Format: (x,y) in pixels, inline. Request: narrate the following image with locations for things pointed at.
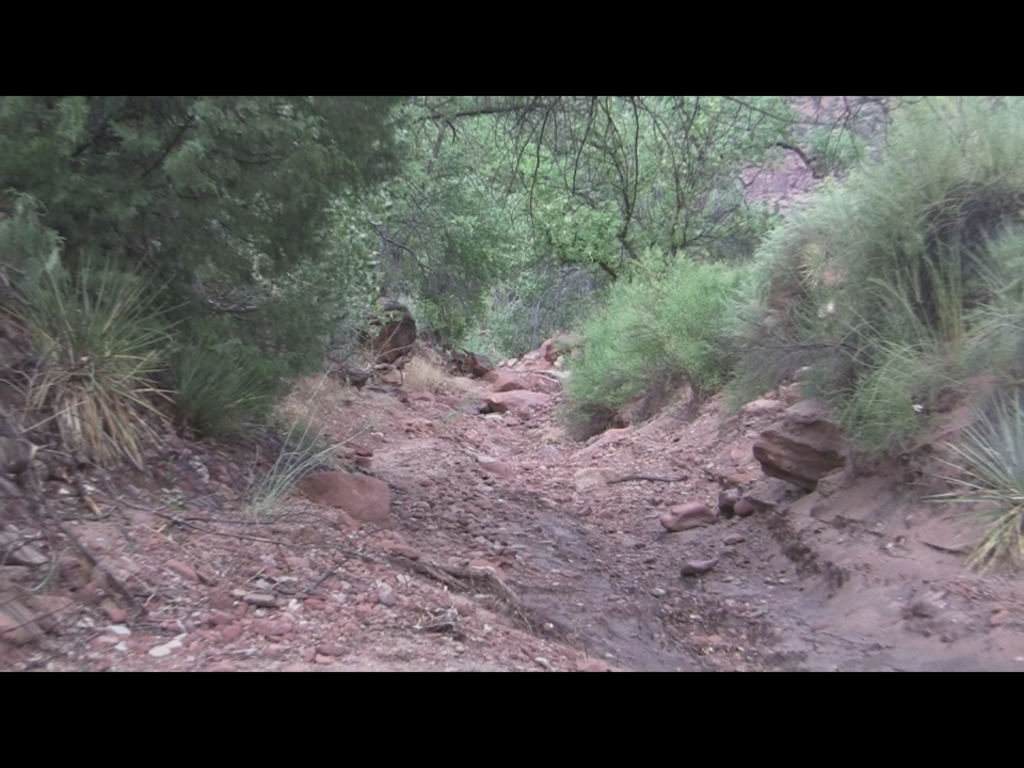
In the image there is path (529,494) in the middle (514,462) with trees (341,129) on either sides of it.
